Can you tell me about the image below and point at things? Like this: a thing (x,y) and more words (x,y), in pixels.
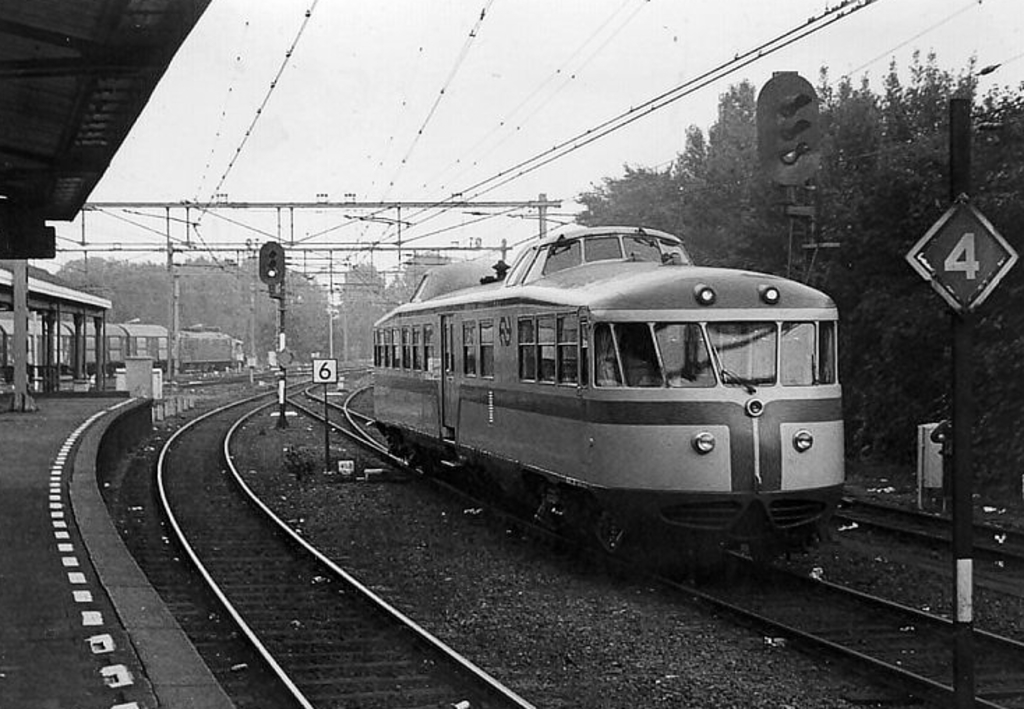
In this image we can see a train (695,439) moving on the railway track (732,603). Here we can see the platform (20,481), signal poles (803,101), wires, another train (148,340), trees (777,265) and sky (453,145) in the background (313,143).
